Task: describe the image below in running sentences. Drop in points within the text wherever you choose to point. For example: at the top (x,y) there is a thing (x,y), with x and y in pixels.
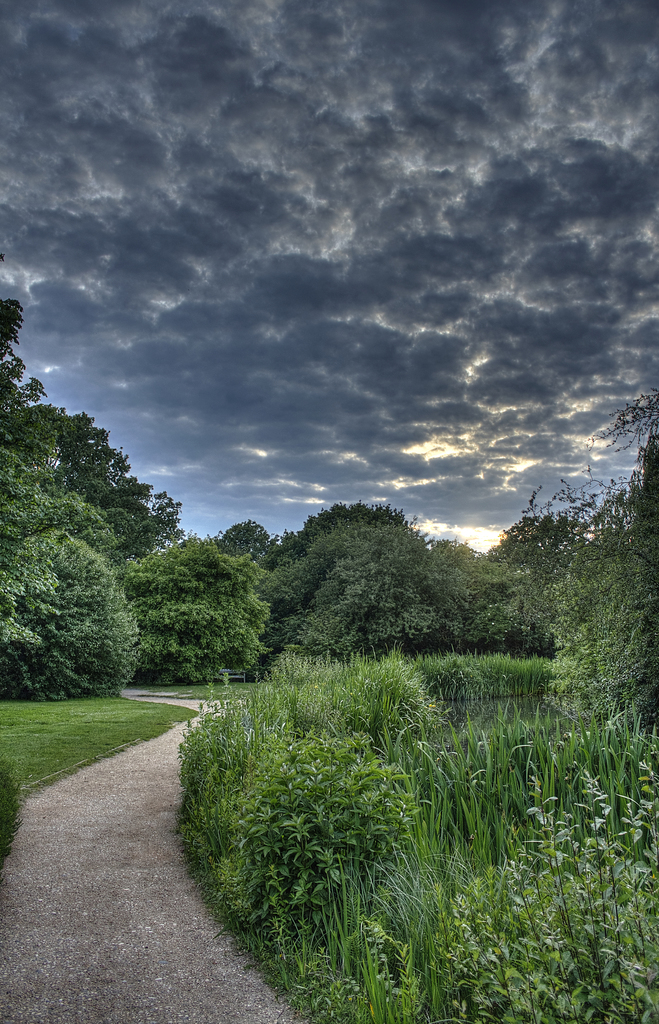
There is a road (142,766). On both sides of this road (127,1014), there is a grass (99,712), there are plants (325,818) and trees (382,565). On the right side (528,721), there is a water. In the background (555,358), there are clouds (279,369) in the sky (179,389).
